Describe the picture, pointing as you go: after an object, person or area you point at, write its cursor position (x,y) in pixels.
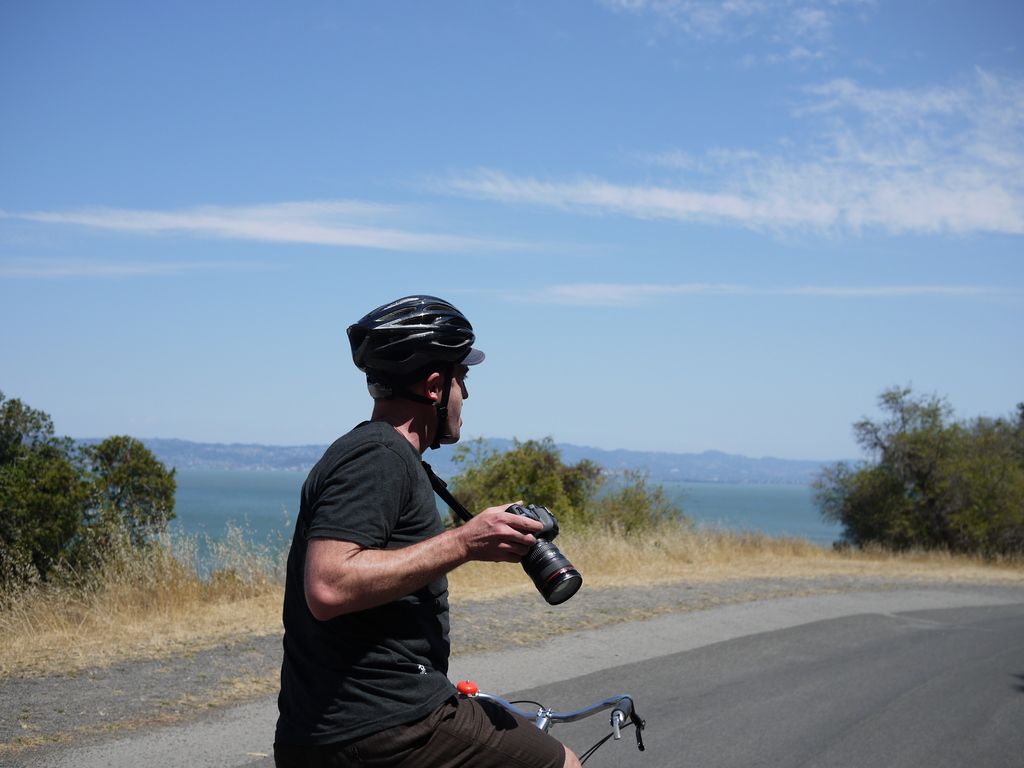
Here a person (442,673) is on the bicycle (516,702) and holding camera (554,590) in his hand (514,547). In the background (514,245) there is a sky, trees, road (762,709) and clouds (825,204).
